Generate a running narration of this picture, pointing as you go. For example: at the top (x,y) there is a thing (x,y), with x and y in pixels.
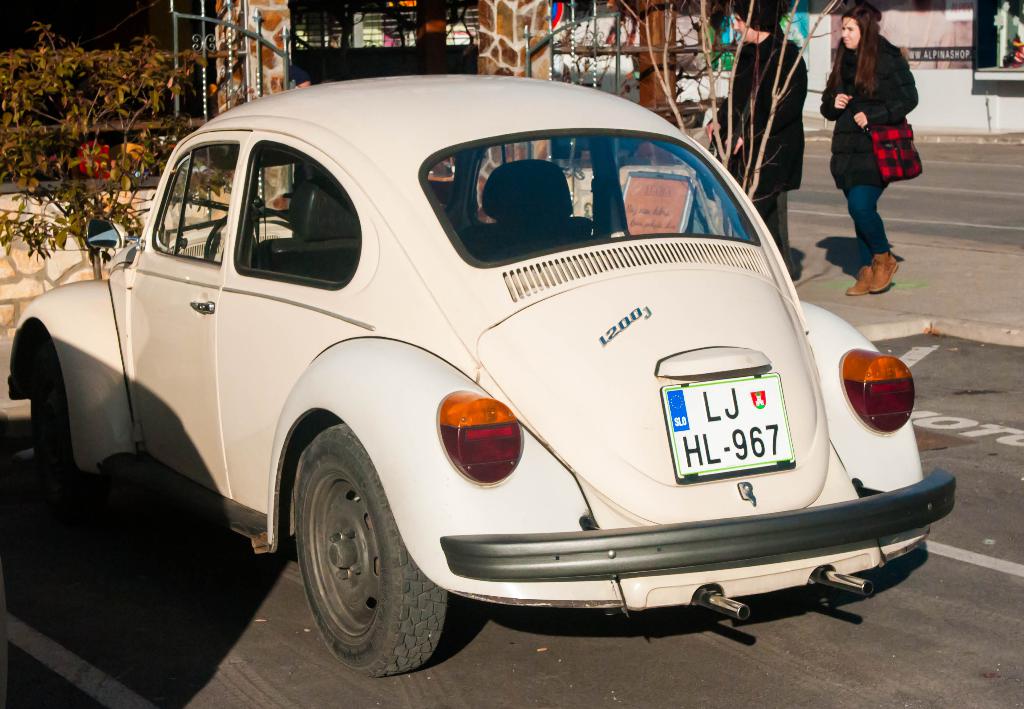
In this image I see a car (703,261) which is of white in color and I see the number plate (722,394) on which there are numbers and alphabets (677,420) written and I see the road (819,220) and I see the path (1008,315) on which there are 2 persons (763,46) and I see few plants (37,112). In the background (184,15) I see the gates (205,50).
